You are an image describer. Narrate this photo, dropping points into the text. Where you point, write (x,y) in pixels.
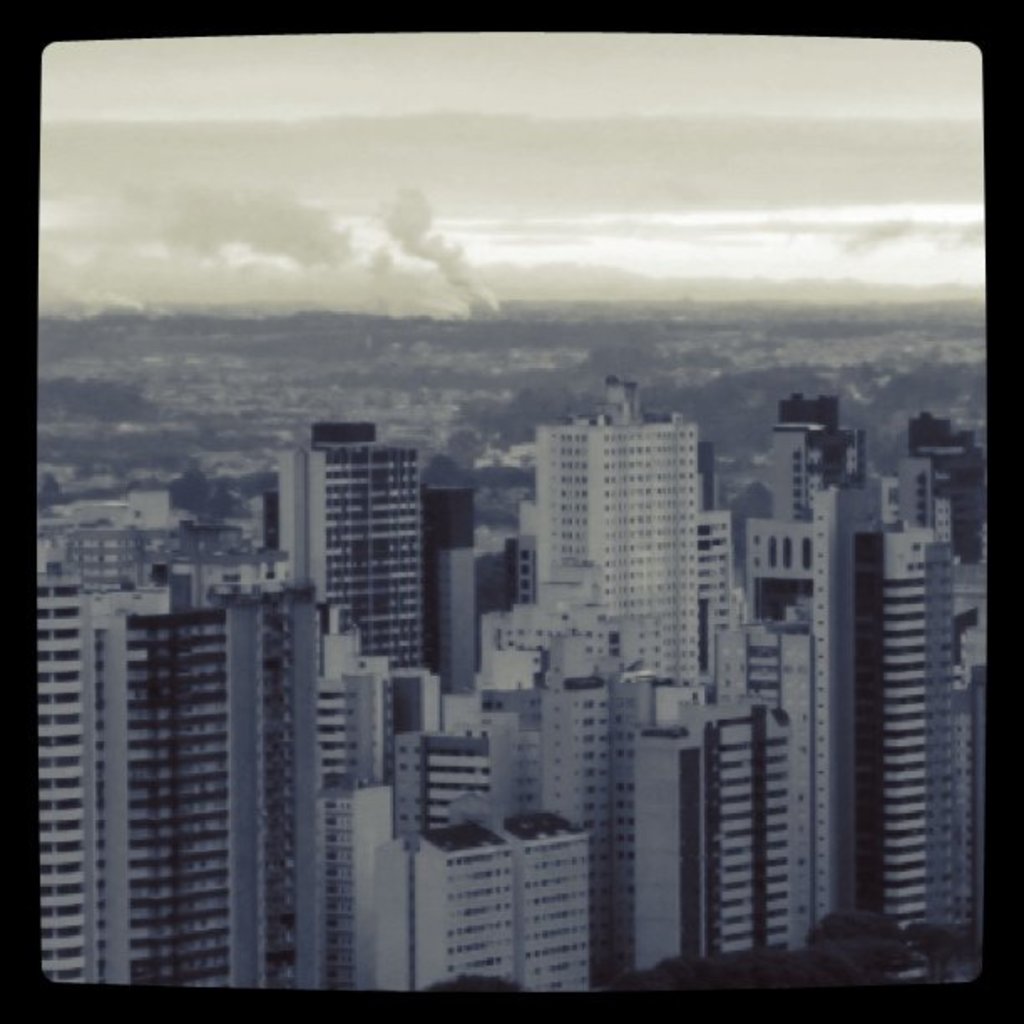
In this picture we can see many tall buildings (503,890) in the front (334,890). On the top (145,294) there is a sky (303,269).
